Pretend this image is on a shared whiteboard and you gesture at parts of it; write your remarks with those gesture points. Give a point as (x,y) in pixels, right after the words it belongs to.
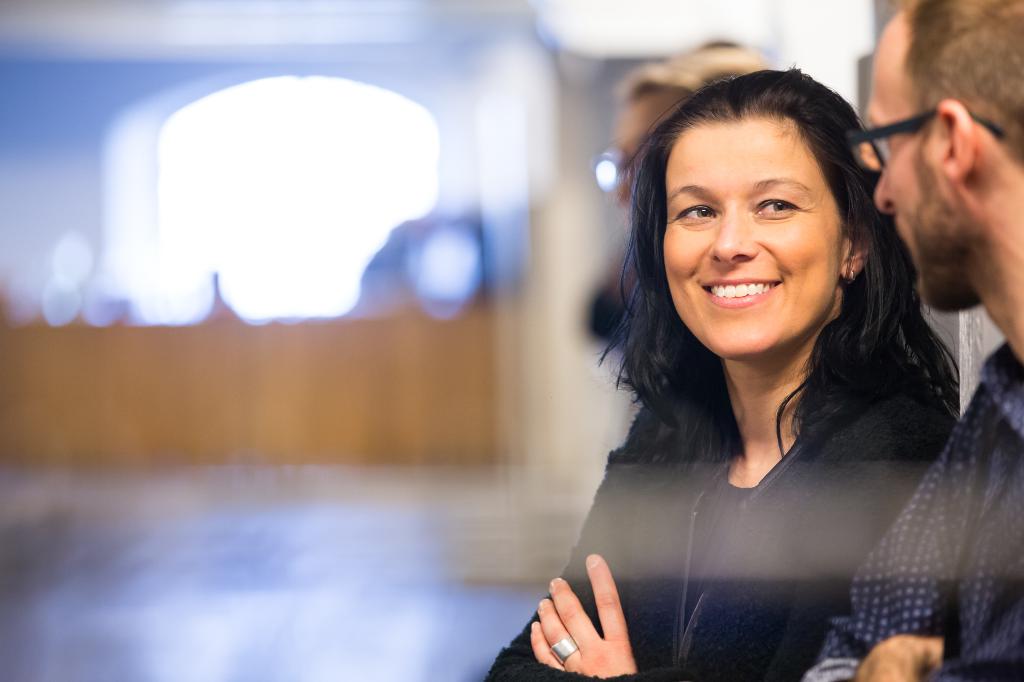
In this image I see a man (970,577) and a woman (786,310) and I see that this woman (707,279) is smiling and I see another person (636,107) over here and I see that it is totally blurred in the background (429,176).
